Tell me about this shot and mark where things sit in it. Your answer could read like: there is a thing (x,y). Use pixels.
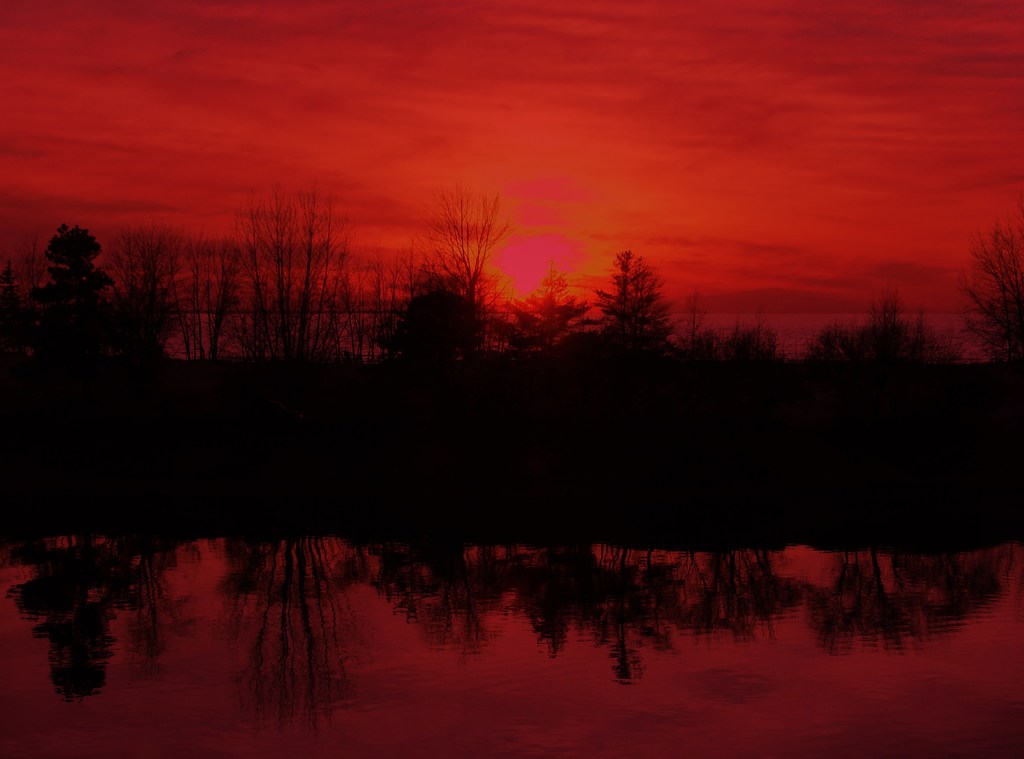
In this image there is water surface (420,563), in the background (986,354) there are trees (894,376) and a red sky (484,147).
